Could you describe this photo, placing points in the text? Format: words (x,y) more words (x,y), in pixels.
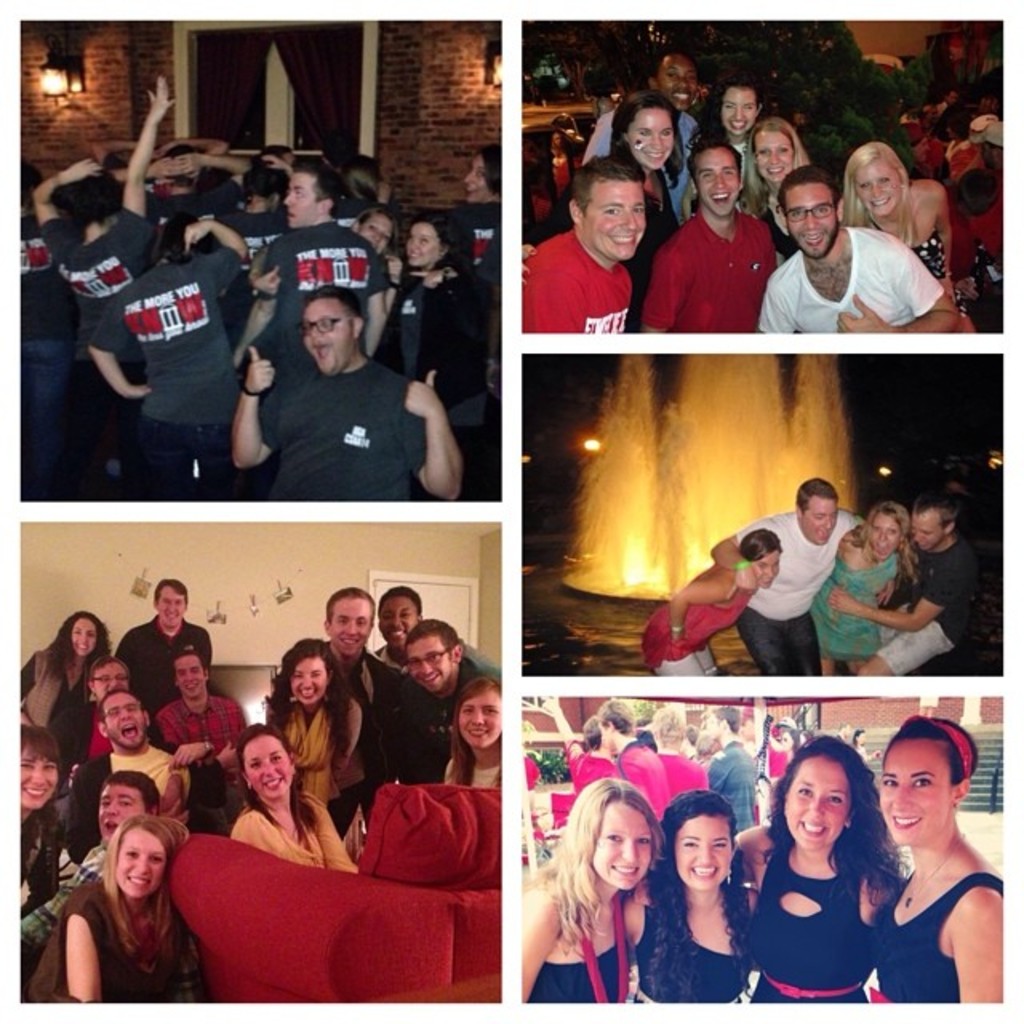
This is a collage image. Here I can see five images. In every image I can see a crowd (259,806) of people (309,786) smiling and giving pose for the pictures.
